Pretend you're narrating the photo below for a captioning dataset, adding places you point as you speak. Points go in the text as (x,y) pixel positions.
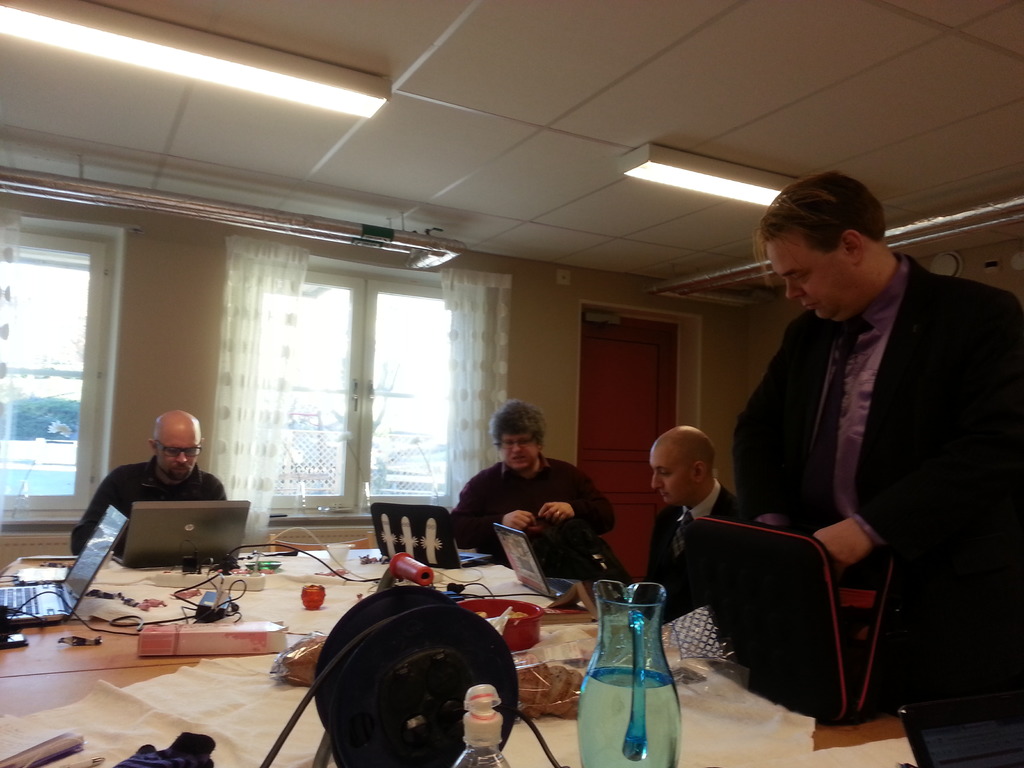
In this image I can see people (1019,598) where one is standing and rest all are sitting. I can also see few of them are wearing specs (165,449). Here on this table (294,734) I can see a bottle (476,743), a jar (588,667) and few laptops (462,551). In the background (249,363) I can see few curtains (453,370).
